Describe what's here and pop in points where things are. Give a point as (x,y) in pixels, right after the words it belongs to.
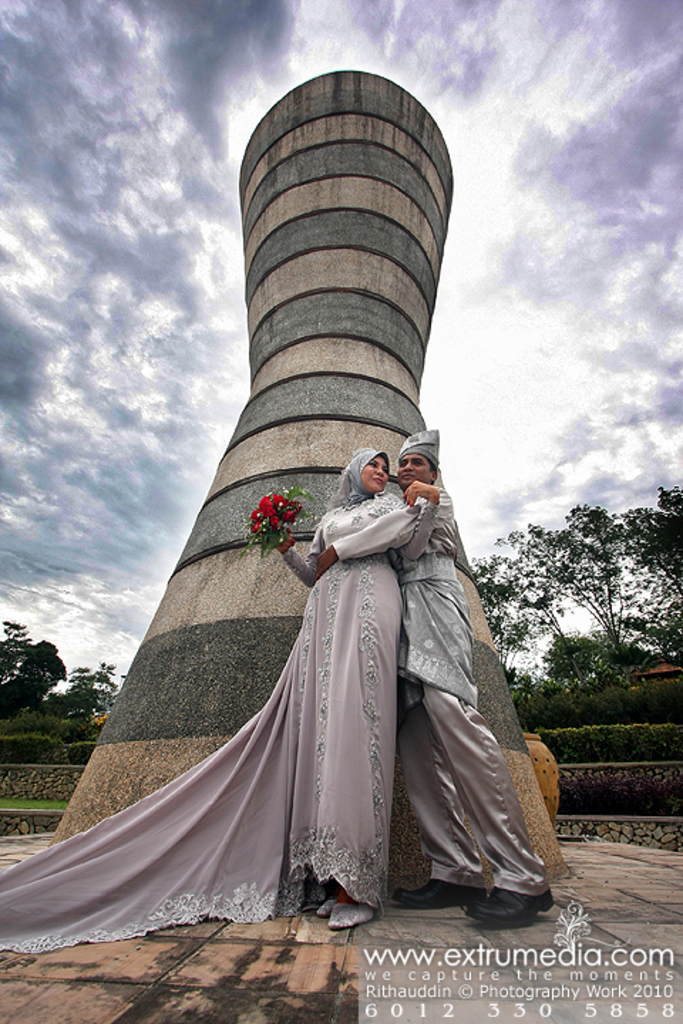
In this image there is a couple (374,674) standing and she is holding a bouquet (262,547) in her hand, behind them there is a round wall (292,639). In the background (632,649) there are trees (31,667), plants (631,702) and the sky (513,269).
